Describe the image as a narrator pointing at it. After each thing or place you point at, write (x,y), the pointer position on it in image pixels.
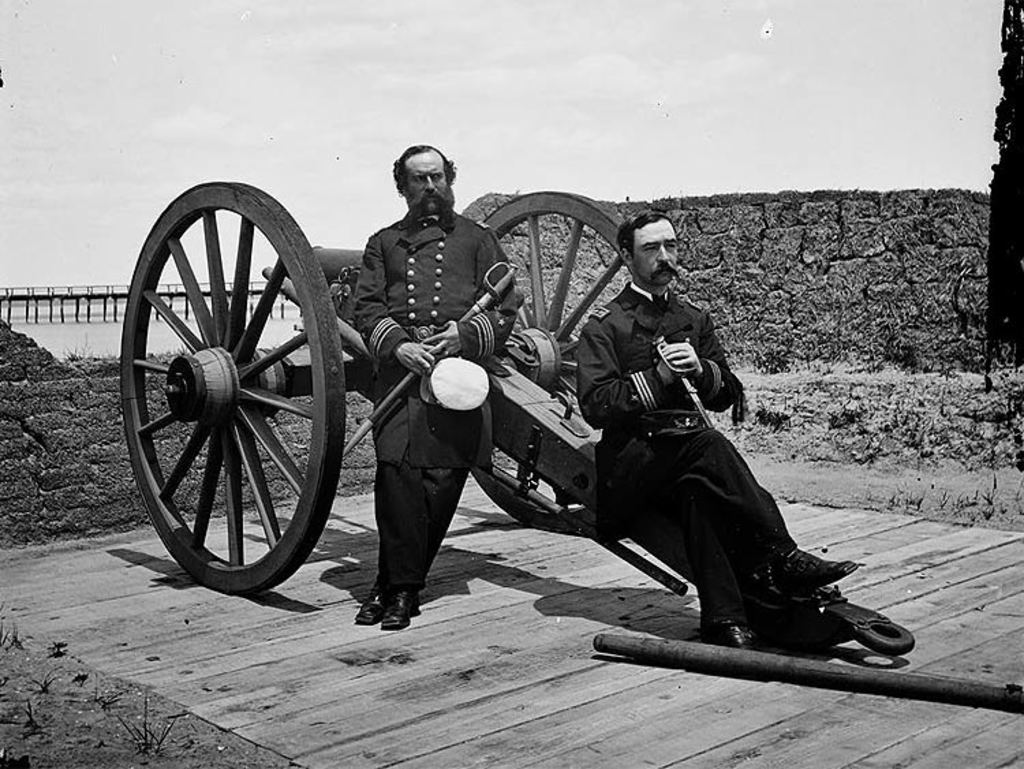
In this image there is a cart vehicle (339,301), in front of the vehicle (574,366) there are two persons (617,487) visible, at the top (485,75) there is the sky (615,57), there is a bridge (42,291) visible on the left side (22,306), behind the vehicle (300,294) there is the wall (730,235), in the foreground (664,662) there may be a metal rod (751,652), persons (792,582) holding may be swords (673,363).
